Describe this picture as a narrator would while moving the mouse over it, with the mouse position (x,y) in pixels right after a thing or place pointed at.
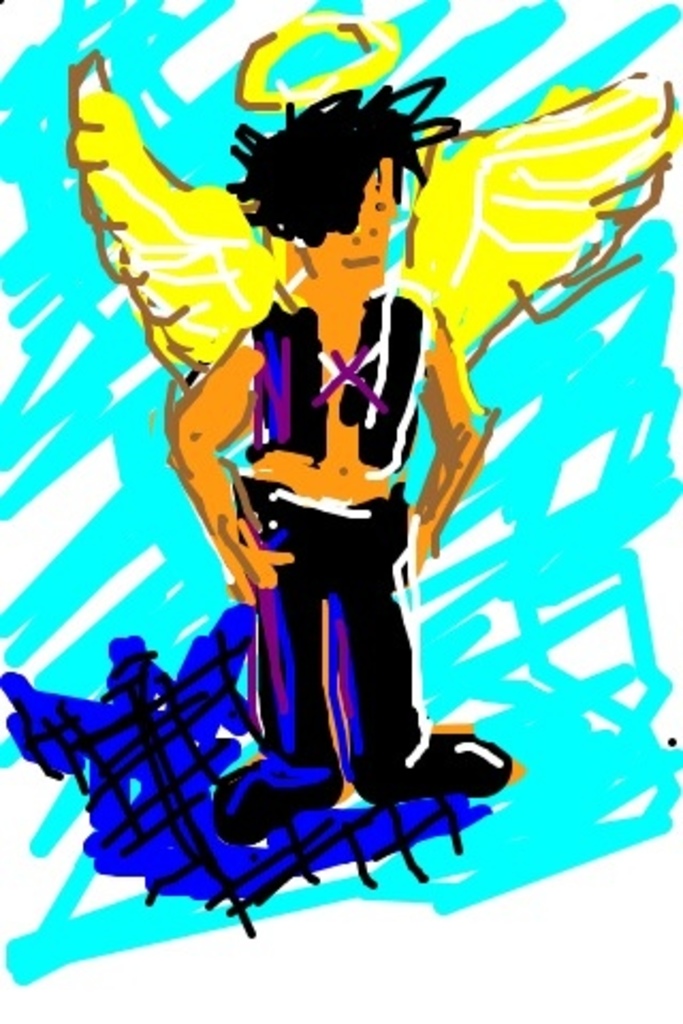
In this picture we can see the painting (285,475) of a person (287,433) with wings (443,240).
